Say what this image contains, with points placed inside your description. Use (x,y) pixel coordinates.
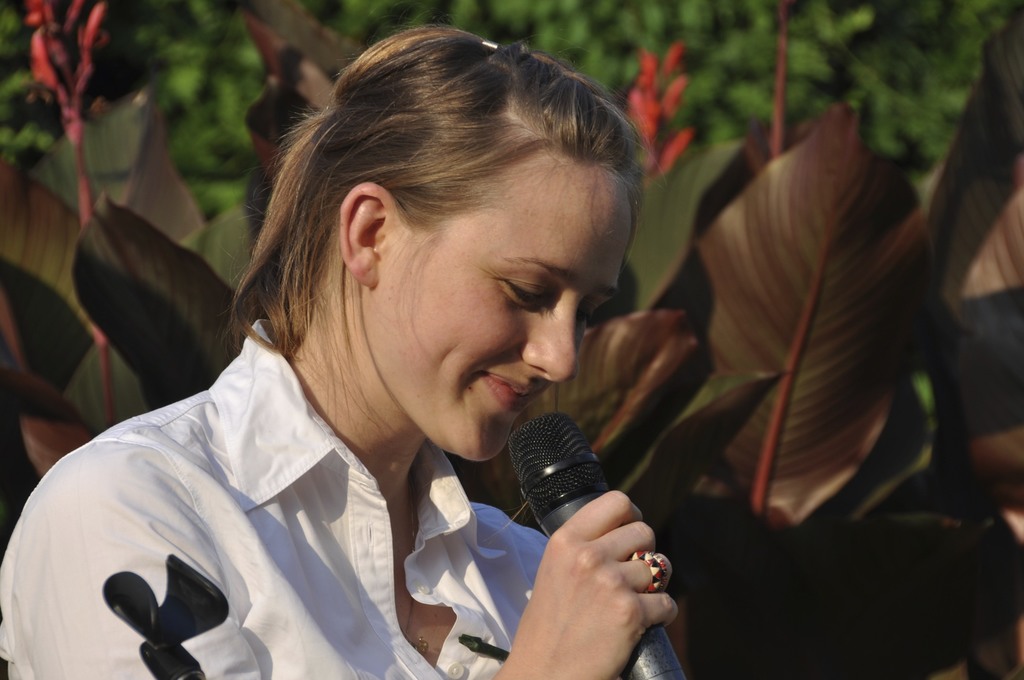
In this picture a woman (489,54) is holding a microphone (536,444) in her right hand (619,574) and smiling, in the backdrop (140,29) there are plants (151,162).
